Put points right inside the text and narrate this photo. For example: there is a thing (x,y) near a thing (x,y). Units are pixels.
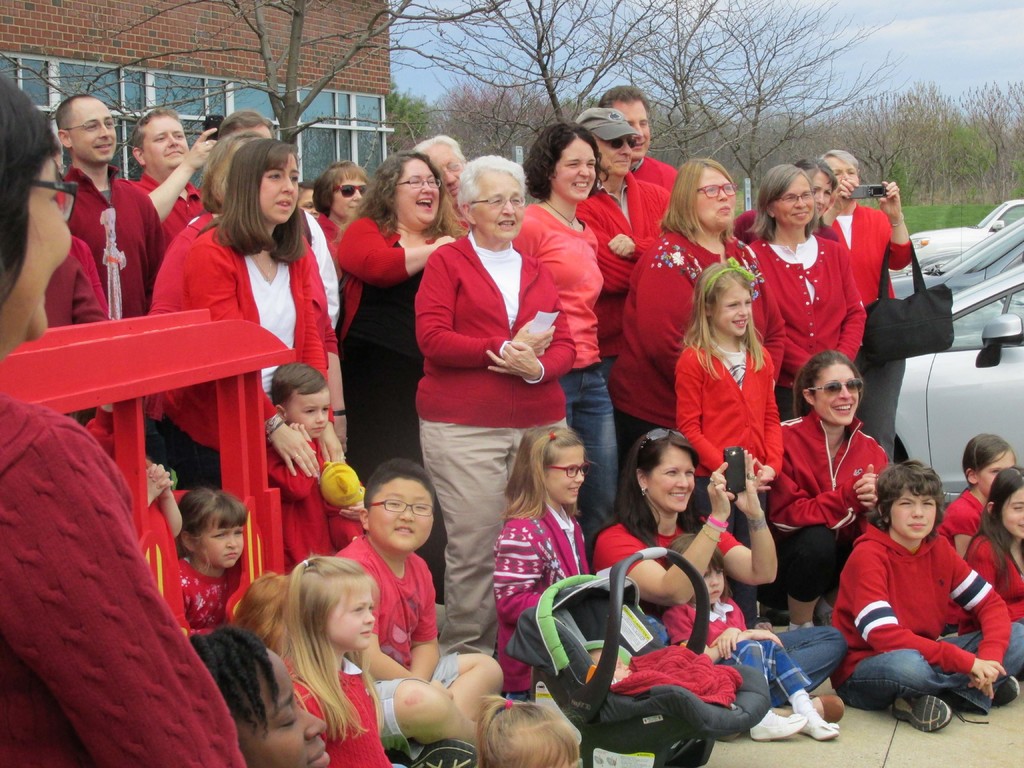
In the center of the image (451,368) we can see a few people (427,288) are standing and a few people (766,543) are sitting and they are in different costumes (587,443) and we can see a few other objects (144,375). Among them, we can see a few people (605,557) are holding some objects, few people (451,439) are smiling, one person (613,253) is wearing a cap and a few people (447,574) are wearing glasses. On the left side of the image (130,510), we can see a person (47,542) is standing. In the background (489,89), we can see the sky (878,81), clouds (689,53), trees (511,153), grass (952,224), vehicles (965,256) and a building (156,36).
